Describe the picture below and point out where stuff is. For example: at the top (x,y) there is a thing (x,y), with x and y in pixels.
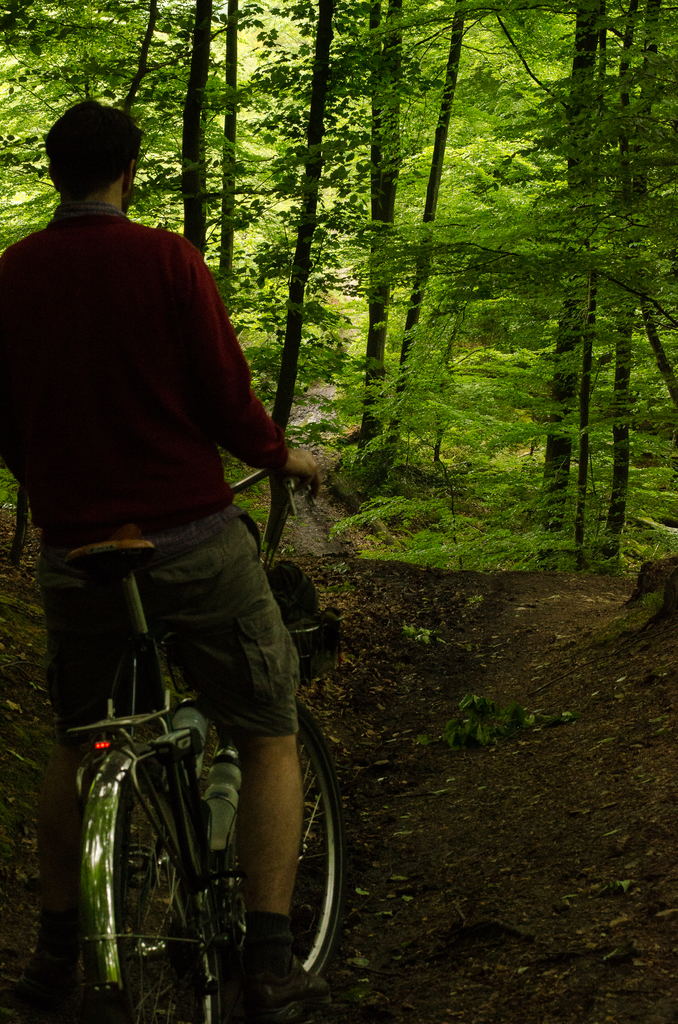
In the image in the center (265,446), we can see one person (183,381) holding cycle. In the background (460,26) we can see trees (465,300).
